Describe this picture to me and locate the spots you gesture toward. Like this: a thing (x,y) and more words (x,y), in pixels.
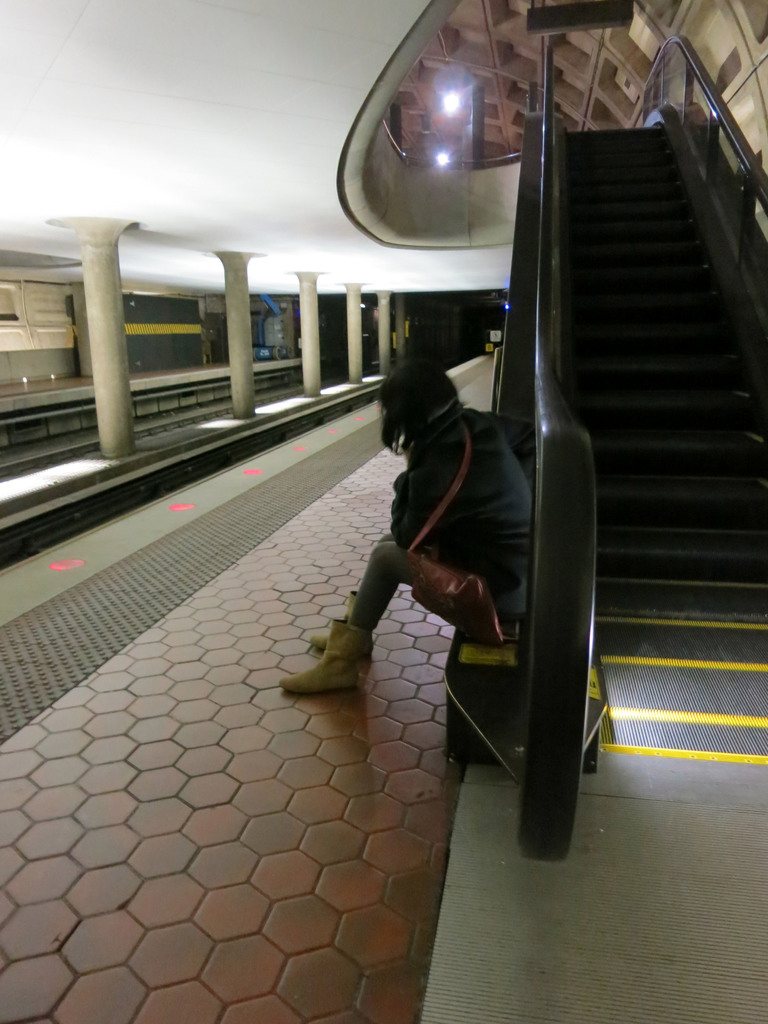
This picture is clicked inside. On the right corner (710,98) we can the escalators (640,385) and a person (465,560) sitting on a black color object (521,685) and we can see the pavement (240,493) and the pillars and some other objects (137,366). At the top (229,79) there is a roof (231,68) and the lights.
